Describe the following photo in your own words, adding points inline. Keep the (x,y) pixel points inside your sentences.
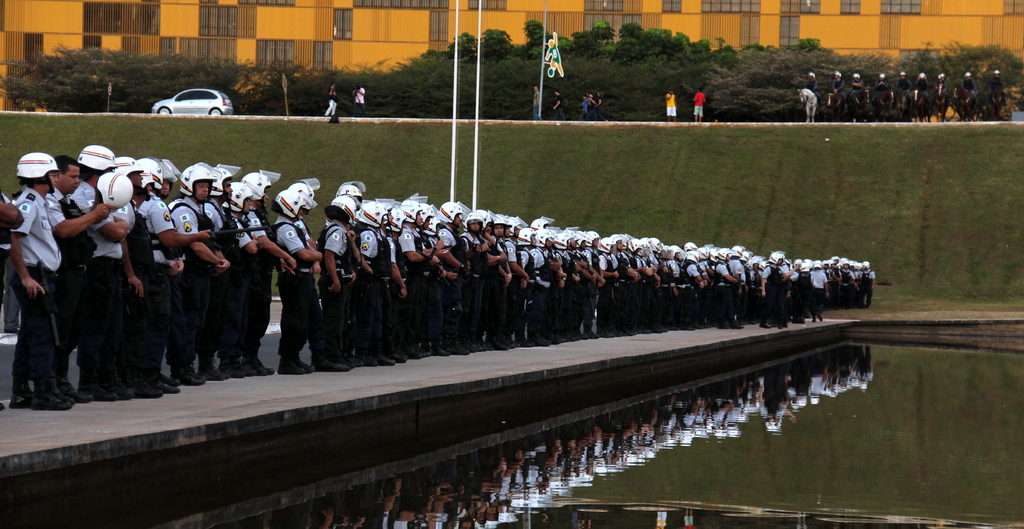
In this picture we can see a group of people (352,249) wore helmets (119,194) and standing on a platform (499,355), poles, trees (542,26), horses (963,106), car (193,95) and in the background (143,40) we can see a building (653,0) with windows (620,2).
